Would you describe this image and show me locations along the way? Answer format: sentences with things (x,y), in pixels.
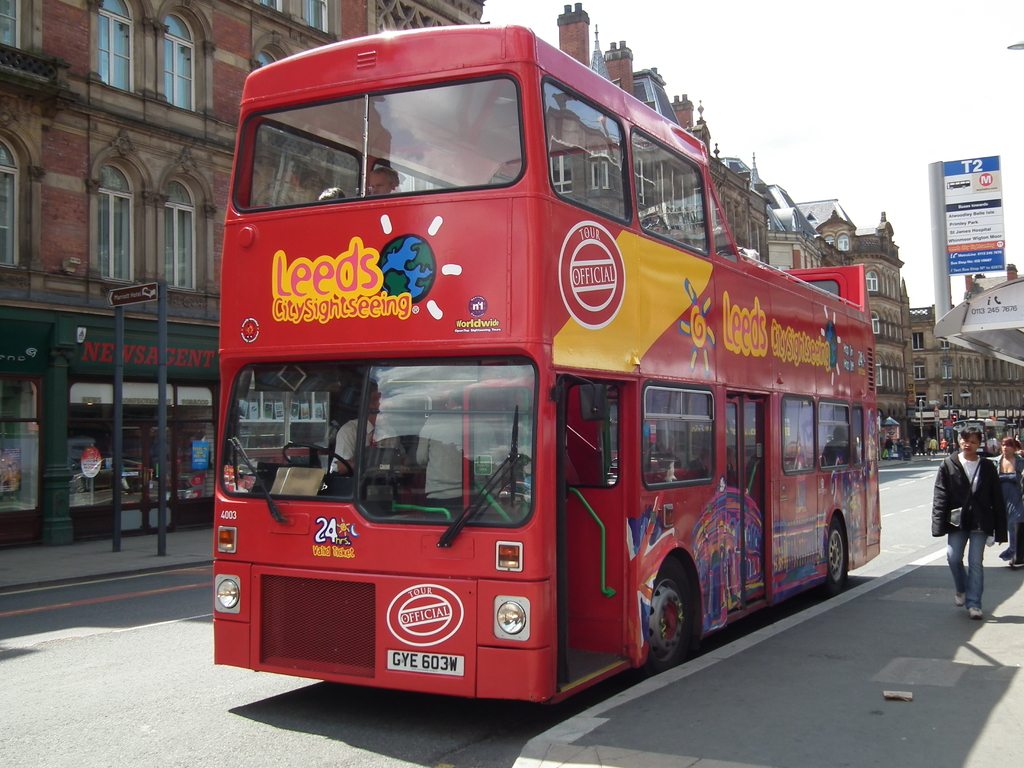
This image is taken outdoors. At the top of the image (805,88) there is the sky (836,129). At the bottom of the image (108,697) there is a road (189,716) and there is a sidewalk (809,700). In the background (207,360) there are many buildings (745,242). There are a few poles (161,382). On the right side of the image (971,237) there is a board (959,241) with a text (984,233) on it. A few people (970,467) are walking on the sidewalk (919,616). In the middle of the image (522,424) a bus (519,352) is parked on the road (623,680) and there is a text (755,342) on the bus (550,385).
